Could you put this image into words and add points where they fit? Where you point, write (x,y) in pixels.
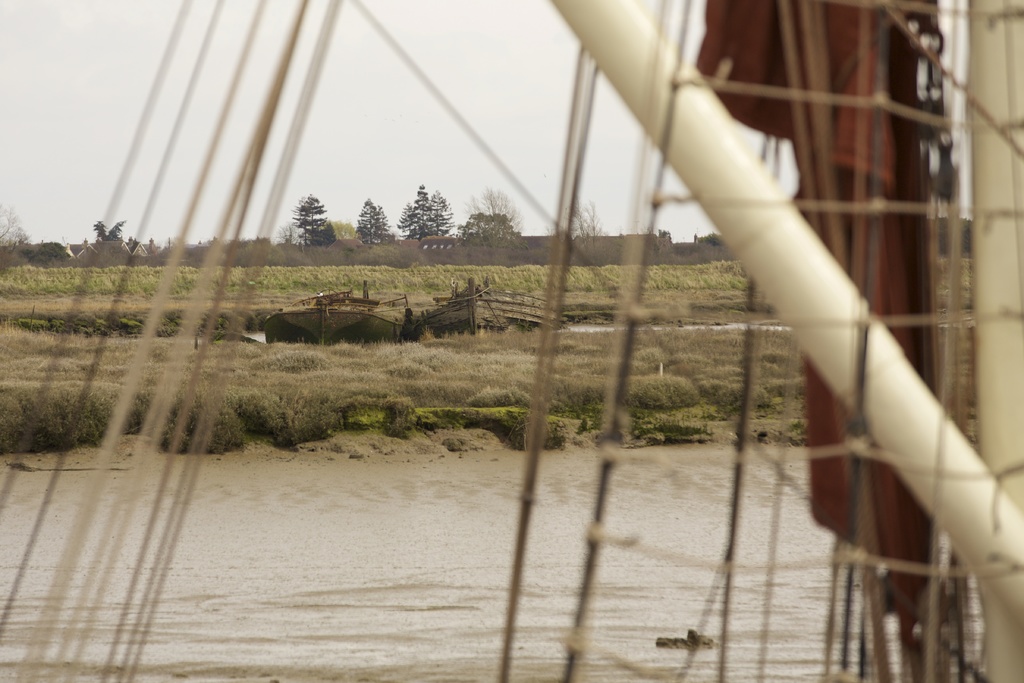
This picture shows water (548,576) and few trees (372,243) and couple of boats (362,295) and a cloudy sky (424,113) and we see plants (500,379) on the ground (532,371).
